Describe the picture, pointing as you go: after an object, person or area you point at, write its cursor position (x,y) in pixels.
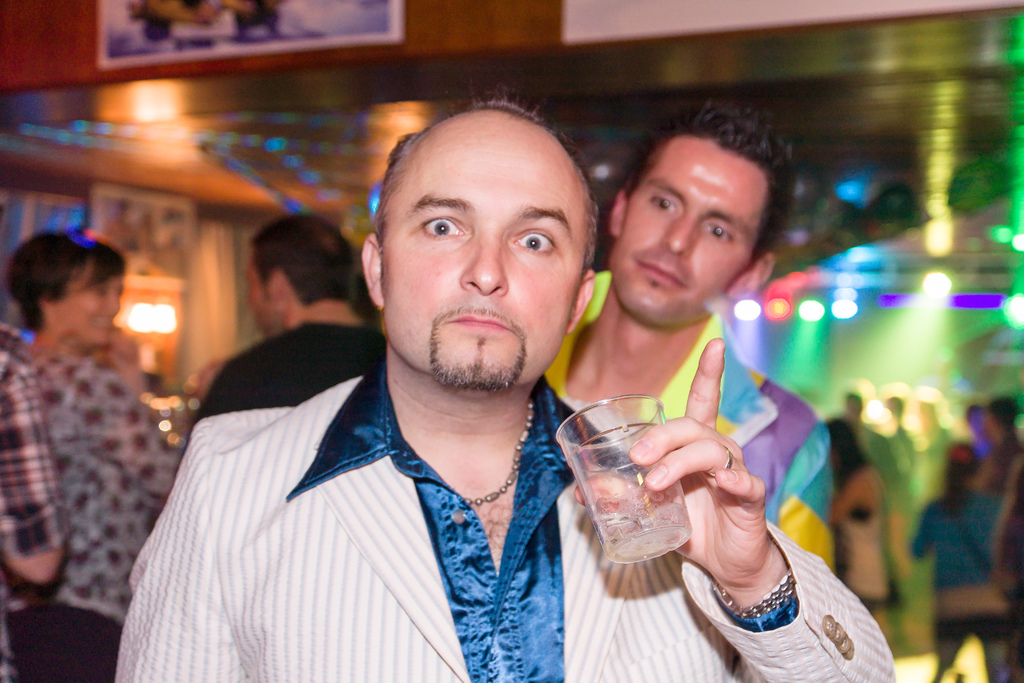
In this image I can see a man (744,499) and I can see he is holding a glass (672,489). I can also see he is wearing blue shirt (488,600) and white blazer (385,573). In the background (648,366) I can see few more people (798,517), few lights (816,310) and I can see this image is little bit blurry from background (760,8).
